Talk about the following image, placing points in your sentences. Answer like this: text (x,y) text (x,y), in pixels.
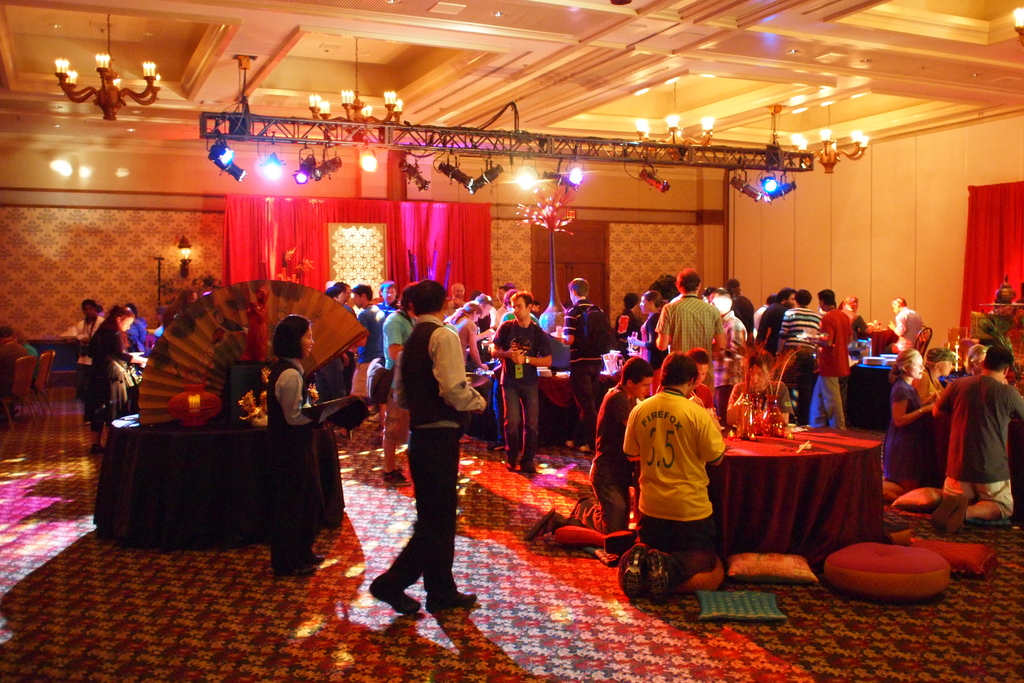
In this image we can see a group of people (647,337) are standing and some people (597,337) are walking, some of them are holding some objects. There are many lamps (488,169) are there in the image.
